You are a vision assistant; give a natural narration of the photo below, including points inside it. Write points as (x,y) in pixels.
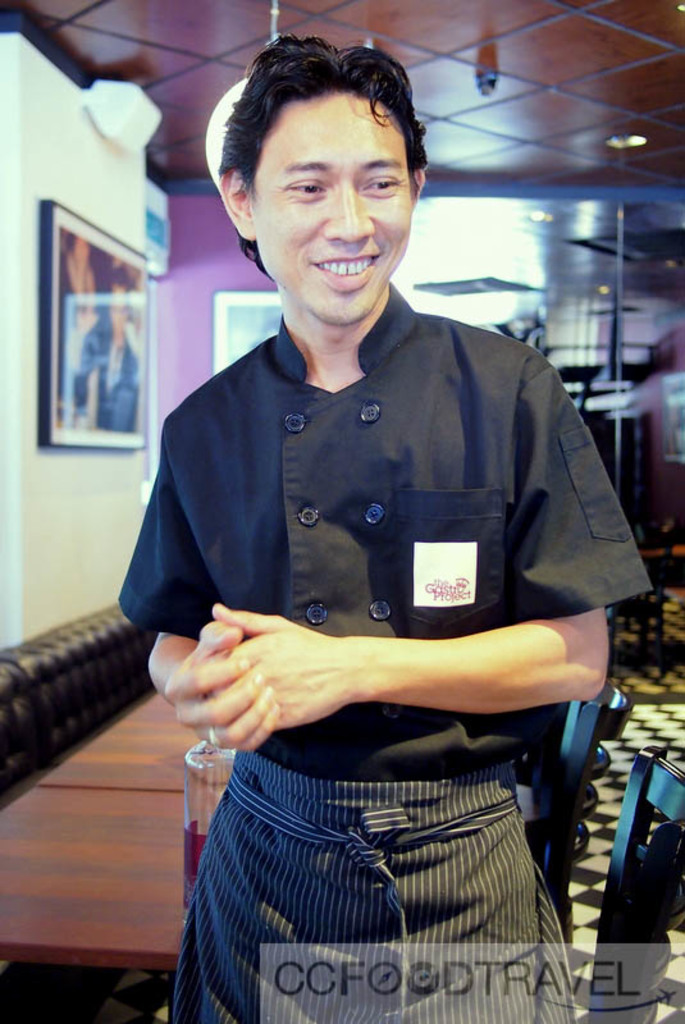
In the center of the image (359,639) we can see a man (413,638) standing. On the left (163,829) there are tables (180,737) and sofas (129,666). We can see chairs (584,707). In the background (239,316) there is a wall (226,251) and we can see frames (274,306) placed on the wall (195,285). At the top (611,138) there are lights (491,94).
